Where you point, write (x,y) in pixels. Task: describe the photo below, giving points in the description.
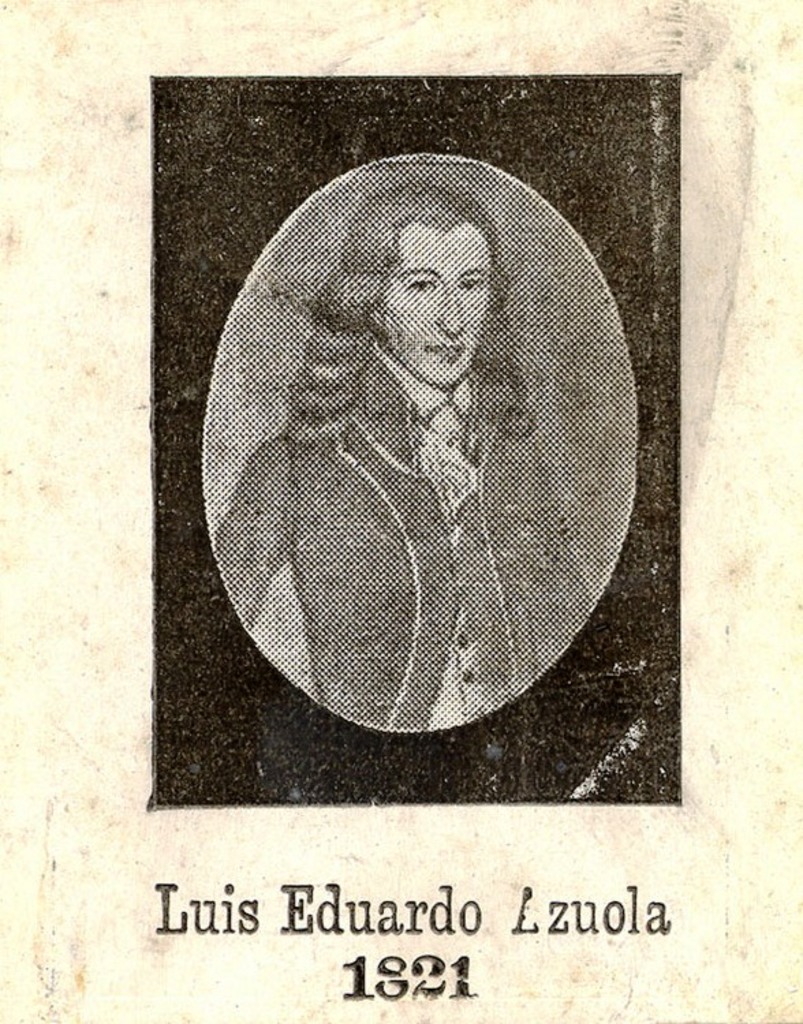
In this image we can see photo (522,501) of a person (479,573). At the bottom of the image (432,909) something is written.
